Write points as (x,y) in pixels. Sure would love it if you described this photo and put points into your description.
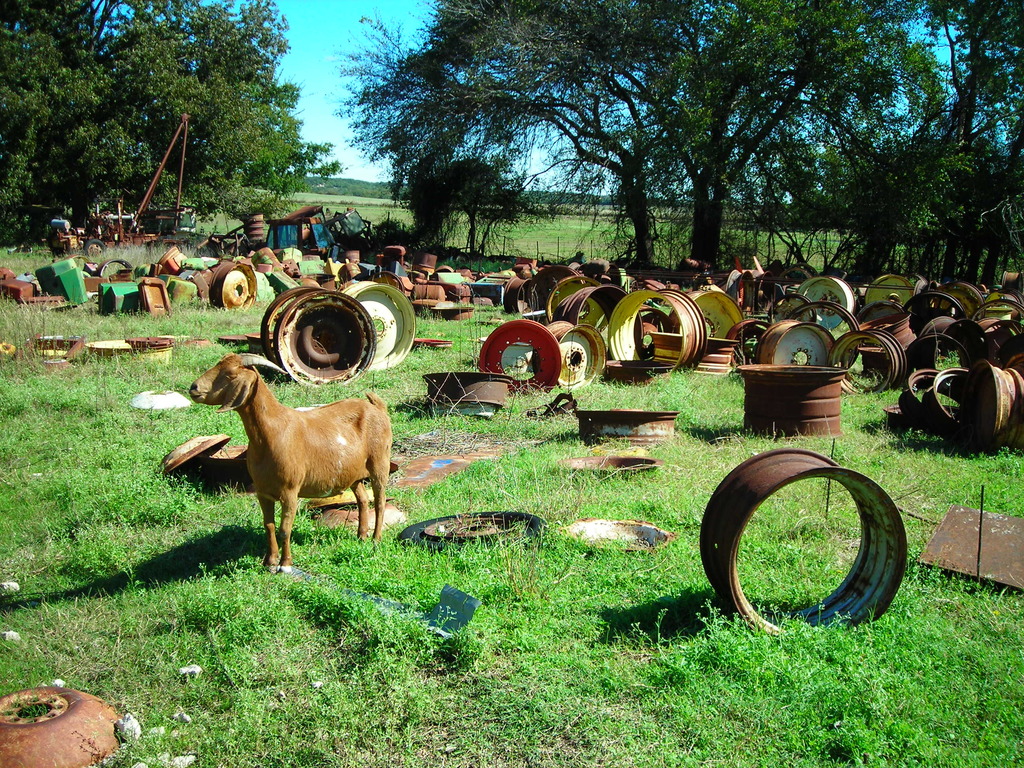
In this image we can see a goat (325,473), used rims (482,383), iron objects (581,309), tires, trees (3,42) and other objects (153,214). In the background of the image (466,240) there are trees (441,234), grass (598,234) and the sky (362,11). At the bottom of the image (554,696) there is the grass (438,702) and an object (83,707).
